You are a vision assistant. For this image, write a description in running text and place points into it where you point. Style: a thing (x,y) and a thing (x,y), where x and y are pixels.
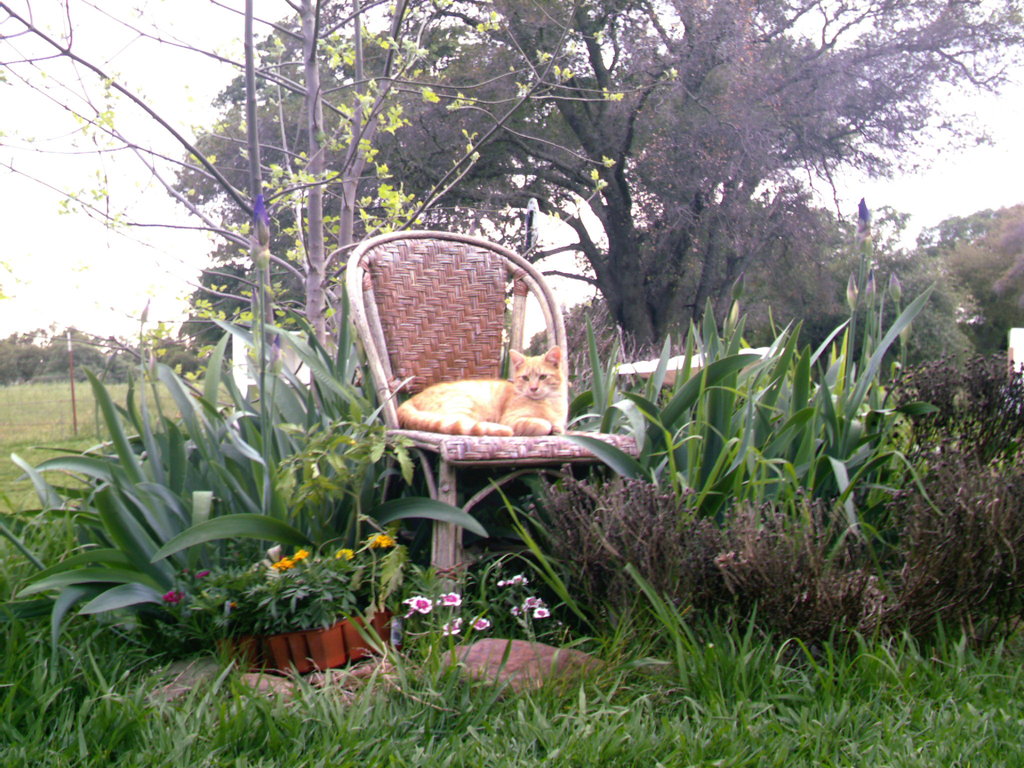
In this image i can see a cat (519,386) sitting on chair (540,444), a small plants (362,554) at the background (385,213) i can see a tree (630,131) and a sky (152,82).
